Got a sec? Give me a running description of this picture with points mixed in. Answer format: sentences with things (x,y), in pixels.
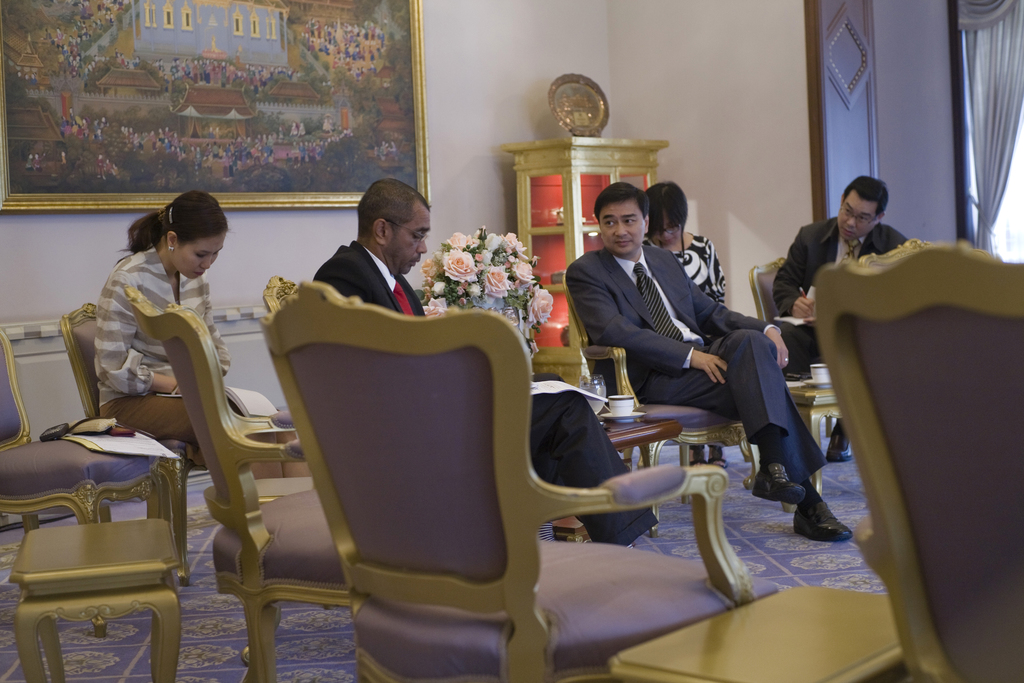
The image is taken in the room (697,212). The room (632,531) is filled with chairs (719,555) and there are people (726,355) sitting on the chairs (359,346). In the center (425,264) there is a flower vase (527,340). In the background (329,144) there is a photo frame (330,140) which is placed on the wall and a wardrobe (541,228).
